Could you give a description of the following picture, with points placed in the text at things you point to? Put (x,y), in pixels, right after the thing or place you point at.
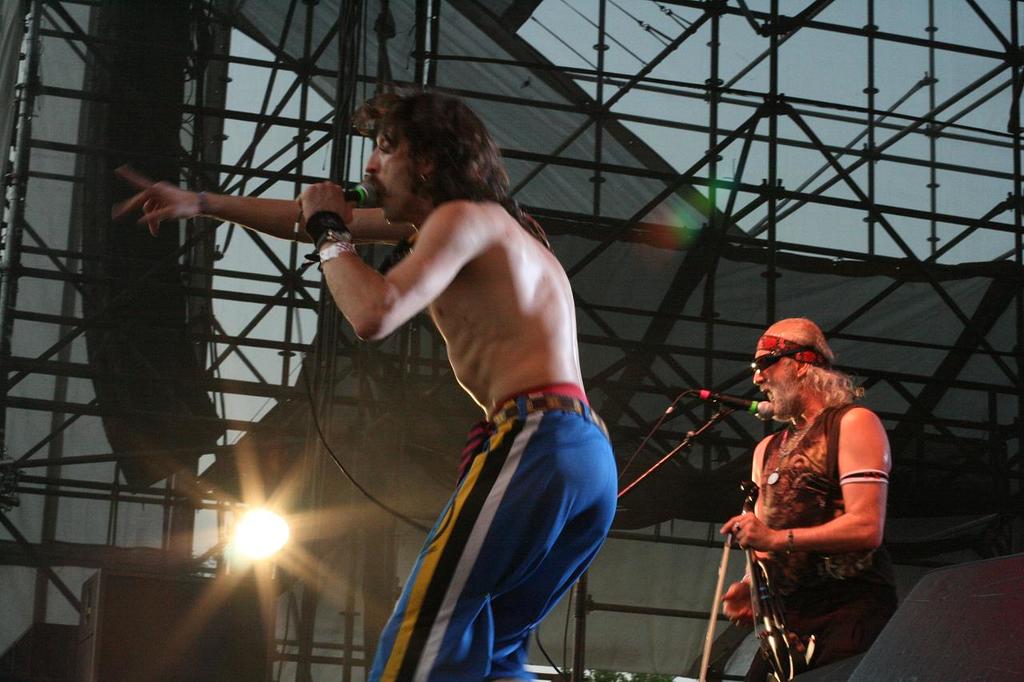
In this image there is a man (511,445) standing on the stage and singing with the mic (357,200). In the background (288,56) there are iron rods (208,121). On the right side (786,469) there is another man (786,493) who is standing in front of the mic (741,403). On the left side (259,536) there is a light (258,535).
